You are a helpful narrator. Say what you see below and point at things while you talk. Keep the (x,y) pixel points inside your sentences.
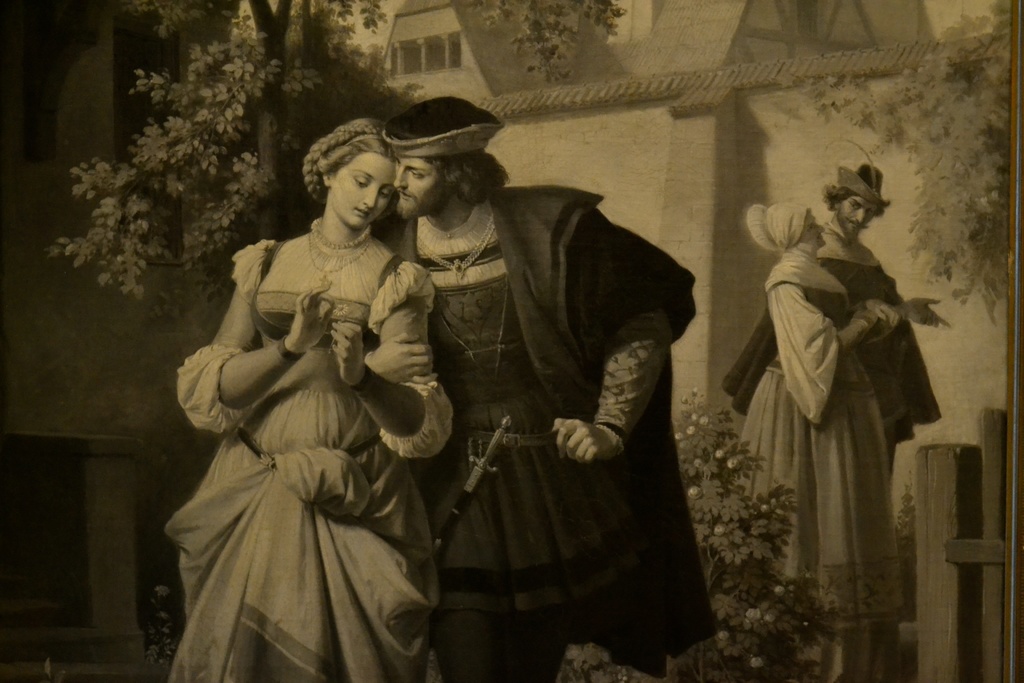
In this picture we can see painting (656,326), in the painting (505,351) we can find few people (591,271), trees (276,150) and houses (598,119).
